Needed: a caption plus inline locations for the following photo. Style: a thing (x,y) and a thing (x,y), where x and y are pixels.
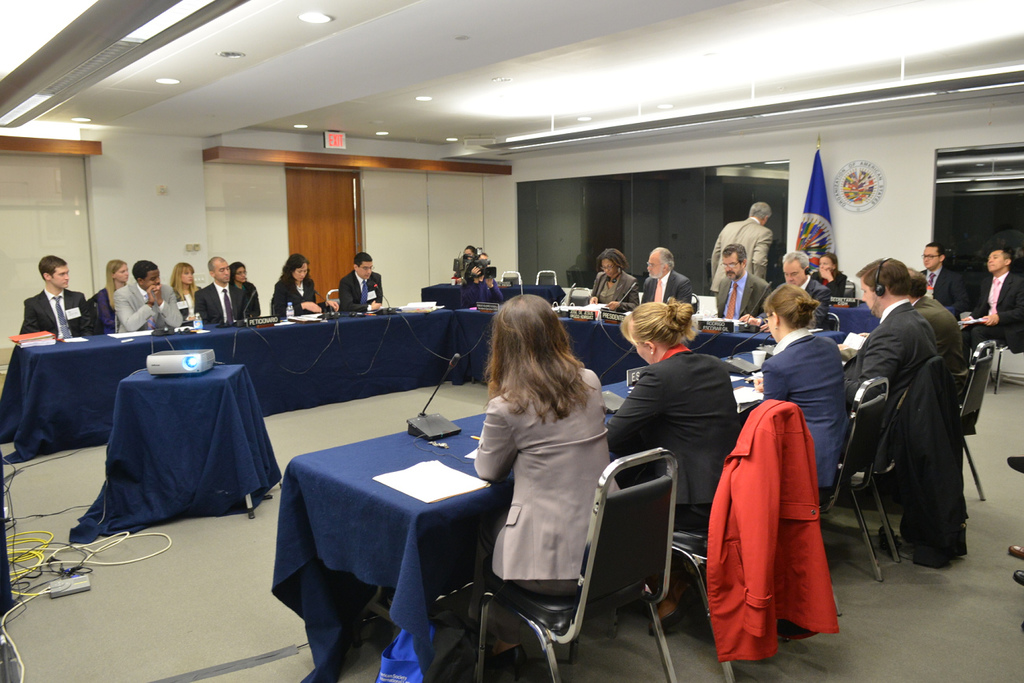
In this picture there are several people (835,280) sitting on the blue color table (397,495) and mics (450,369) placed in front of them. There is a projector (206,363) placed on the left side of the image (182,366). In the background (351,270) we observe few doors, national flag (816,190) and to the roof (854,56) there are lights (859,88).
